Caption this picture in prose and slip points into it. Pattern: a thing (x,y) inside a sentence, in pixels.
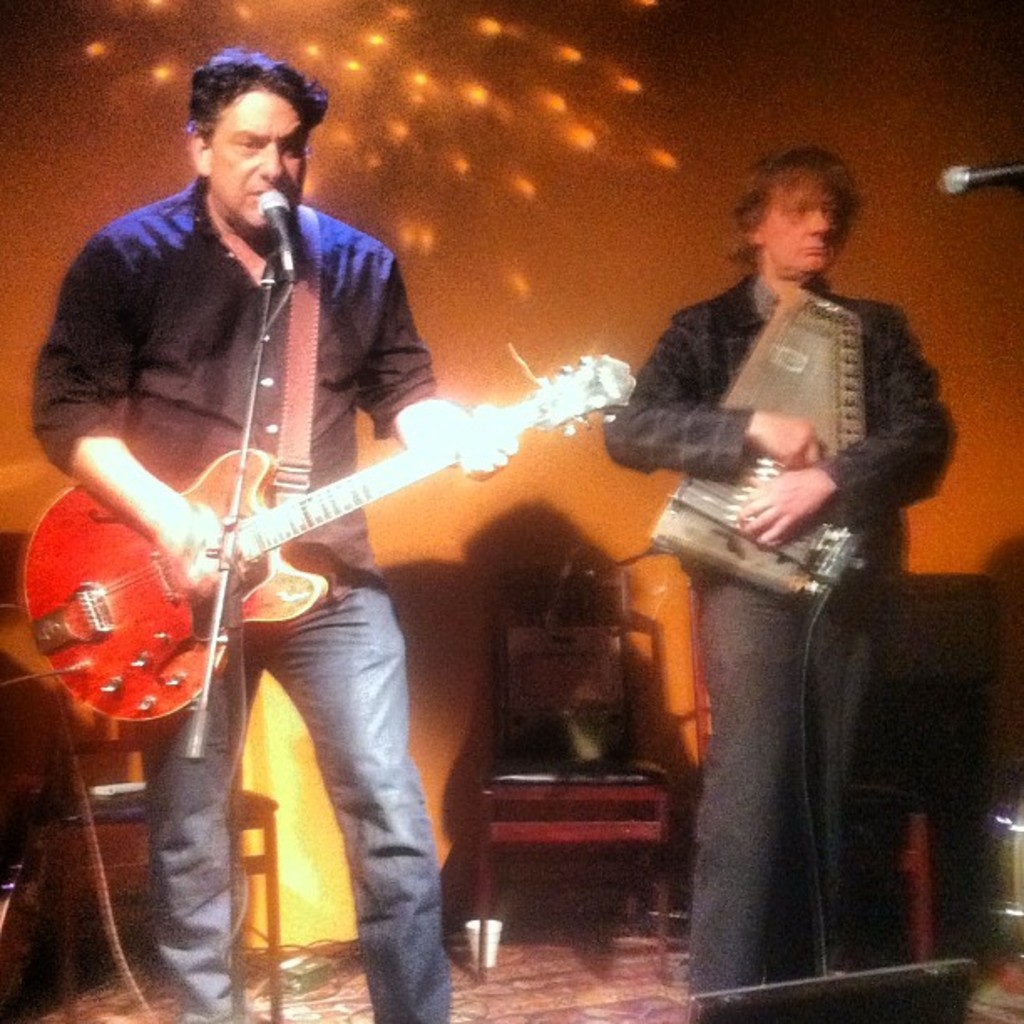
The person (372,666) wearing blue jeans (372,652) is playing guitar (261,459) and singing in front of a mic (290,235) and the person (728,325) beside him is playing some musical instrument (799,393).
